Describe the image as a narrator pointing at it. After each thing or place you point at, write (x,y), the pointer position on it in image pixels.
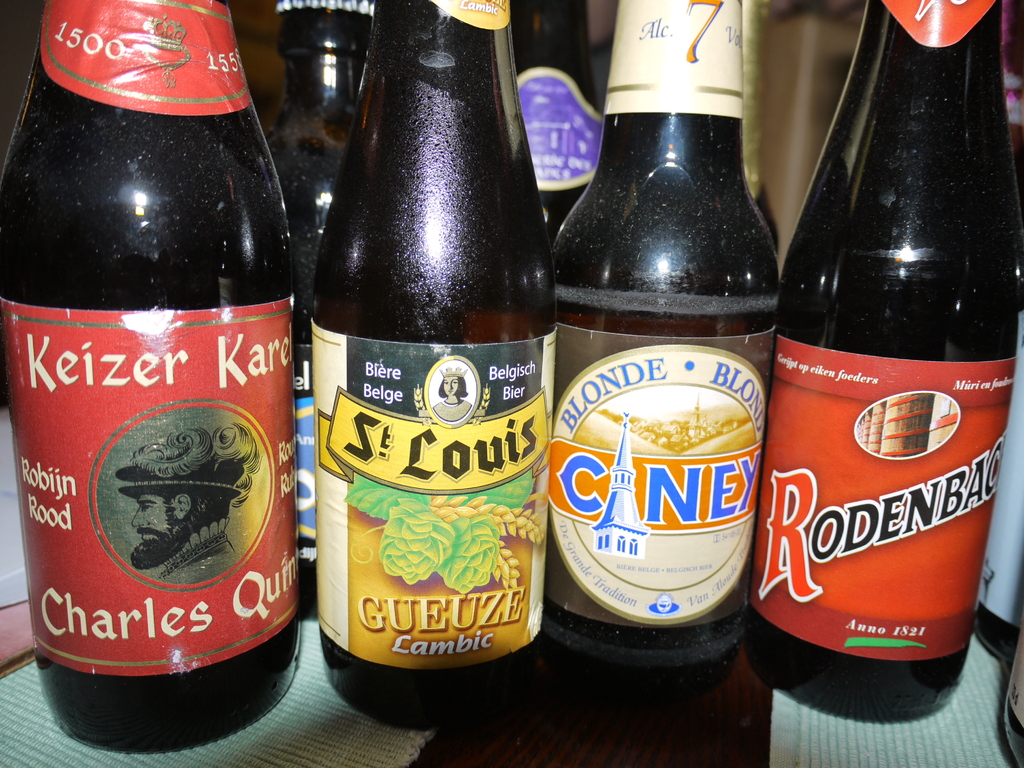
In this picture we can see there are bottles (347,469) on an object (588,710).
